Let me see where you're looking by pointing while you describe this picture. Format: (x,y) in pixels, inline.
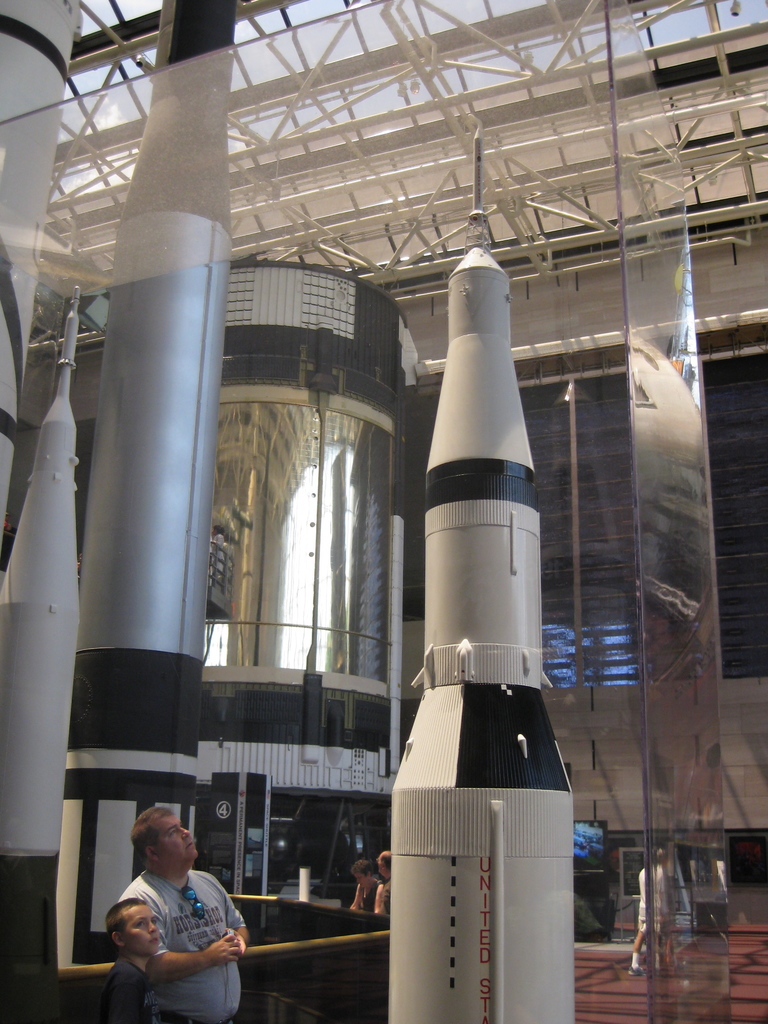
In this picture we can see group of people (205,931) and replicas of rocket (478,682), in the background (593,862) we can see few metal rods (356,157), glass (506,78) and a screen (594,830).
